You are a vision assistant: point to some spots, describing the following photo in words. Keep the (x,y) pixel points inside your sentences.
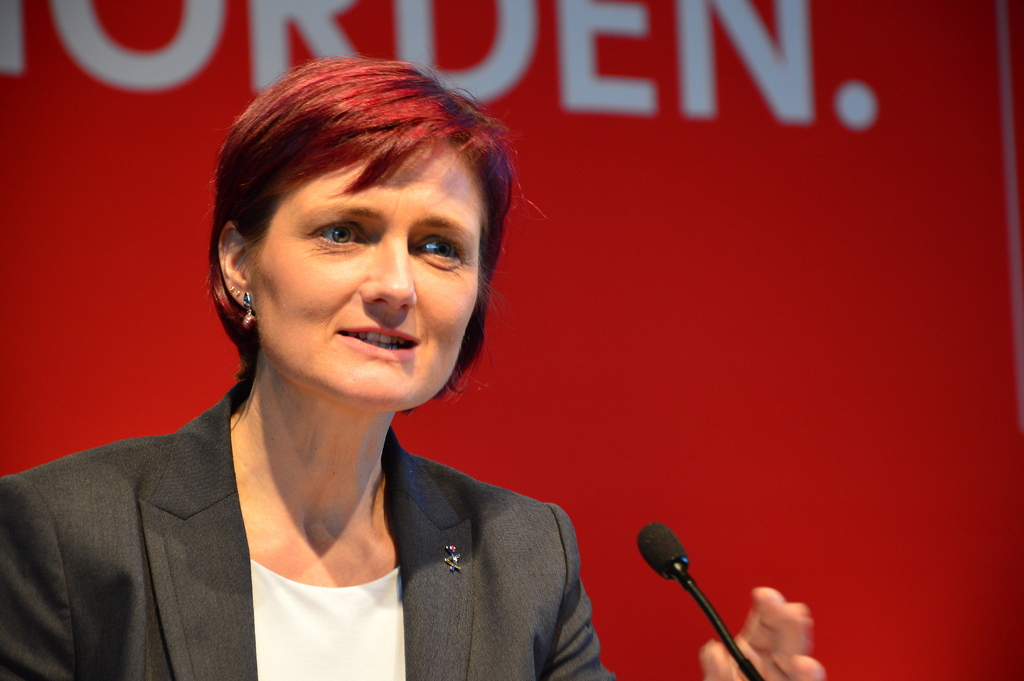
In this image we can see a person (504,583) and a microphone (740,659). In the background of the image (612,200) there is red background (677,133) with a text (422,34).
